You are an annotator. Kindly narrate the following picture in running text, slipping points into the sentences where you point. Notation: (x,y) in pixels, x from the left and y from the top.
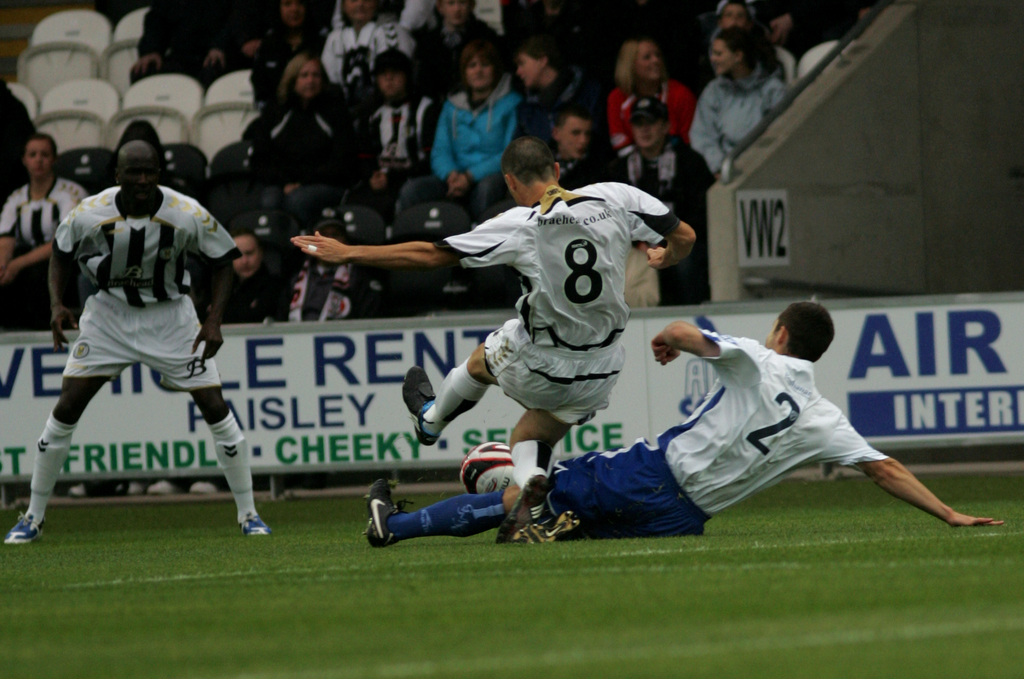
In this image there are three players (430,403) who are playing football and at the background of the image (409,194) there are spectators (386,192).
